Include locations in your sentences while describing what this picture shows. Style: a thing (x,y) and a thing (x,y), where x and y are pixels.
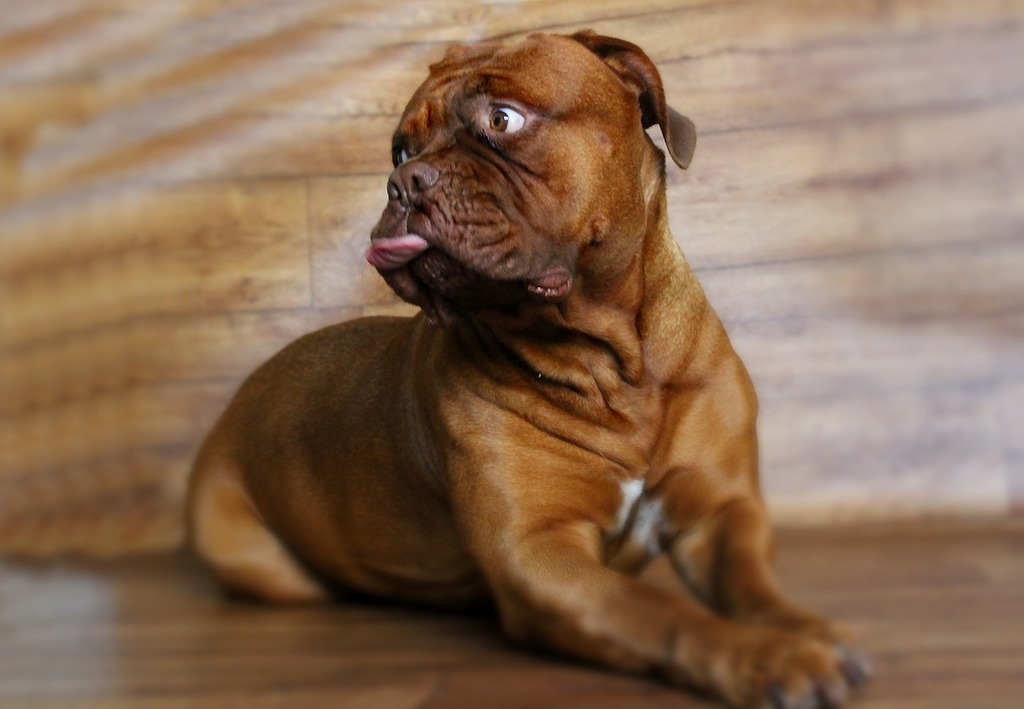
In this image in the middle (606,394), there is a dog (606,385). At the bottom (319,669) there is a floor (339,653). In the background (870,278) there is a wall (848,335).
